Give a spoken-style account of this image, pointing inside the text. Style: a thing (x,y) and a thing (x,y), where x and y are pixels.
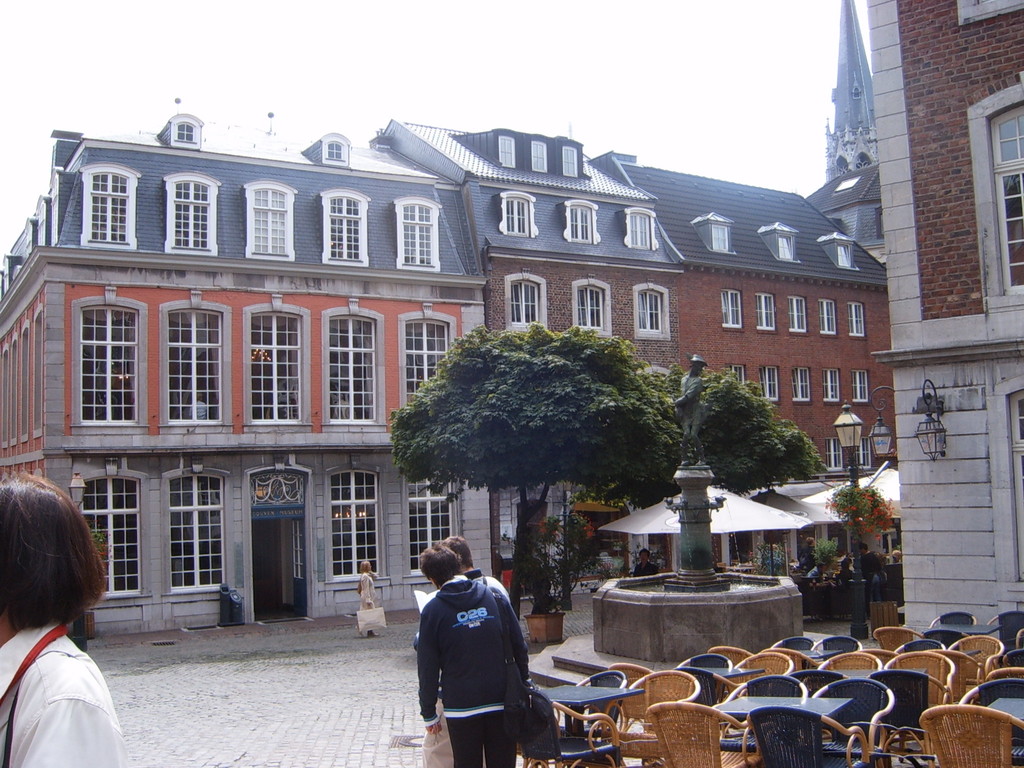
In this image I can see few people (62,622) are standing. On the right side (909,680) I can see number of chairs (561,743), number of tables (752,671) and a sculpture (685,414). I can also see number of trees (655,466), few buildings (607,553), few sheds (817,512) and few lights (880,426).
